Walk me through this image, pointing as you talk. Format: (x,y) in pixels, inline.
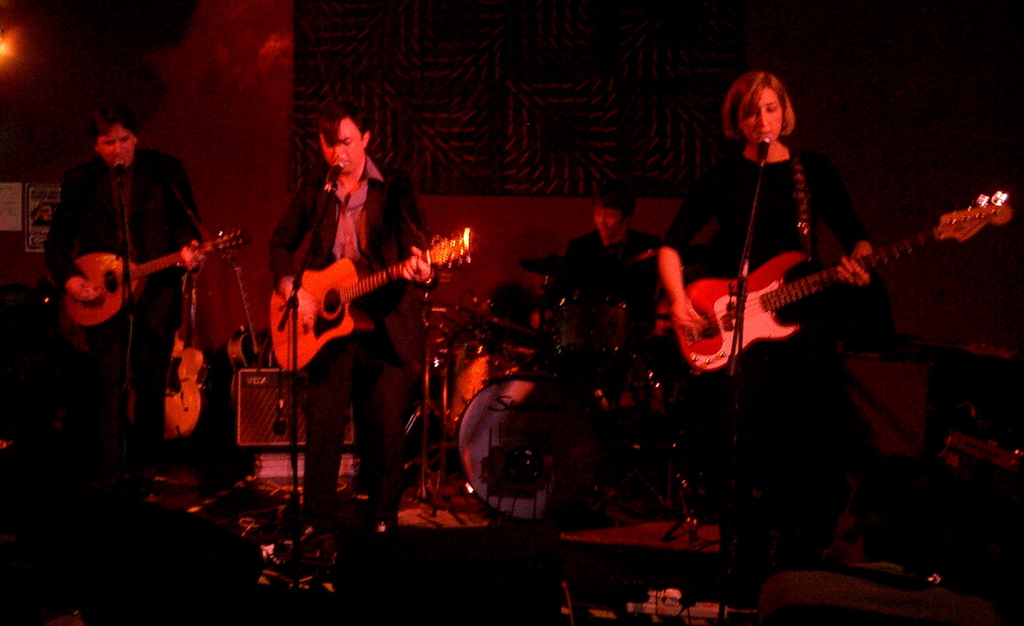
There are two men (309,197) standing, singing a song and playing guitar (315,306). There is a women (760,243) standing, singing a song and she is also playing a guitar (801,289). At background (262,392) there are some musical instruments (250,360) kept aside. And I can see a man (617,245) sitting and playing drums (556,406).
